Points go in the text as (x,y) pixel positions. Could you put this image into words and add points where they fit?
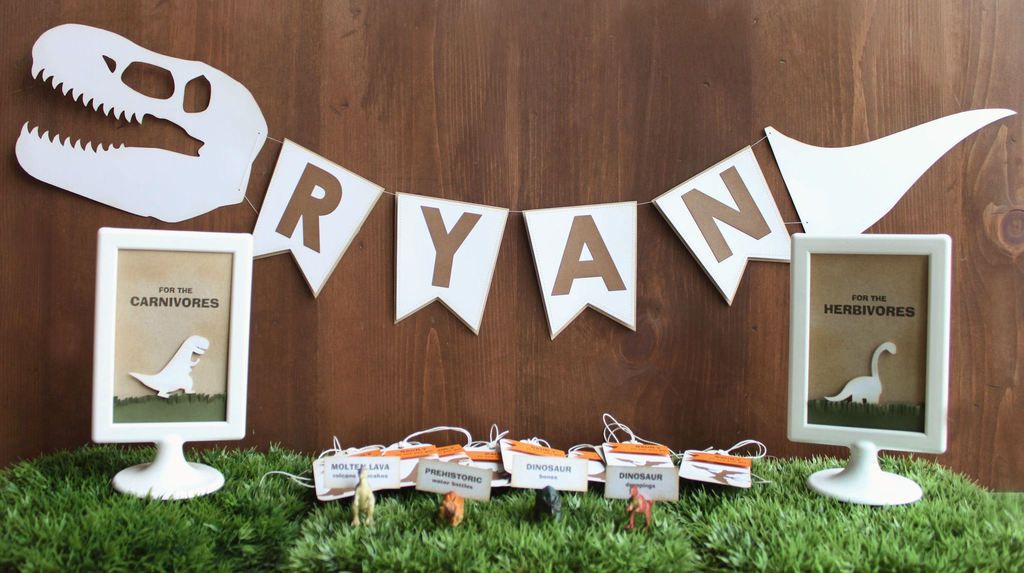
In this image I can see few papers (203,199) hanged to the wooden wall (779,172). In front (159,332) I can see two frames (822,335) and few toys (458,501), I can also see grass (259,520) in green color.
